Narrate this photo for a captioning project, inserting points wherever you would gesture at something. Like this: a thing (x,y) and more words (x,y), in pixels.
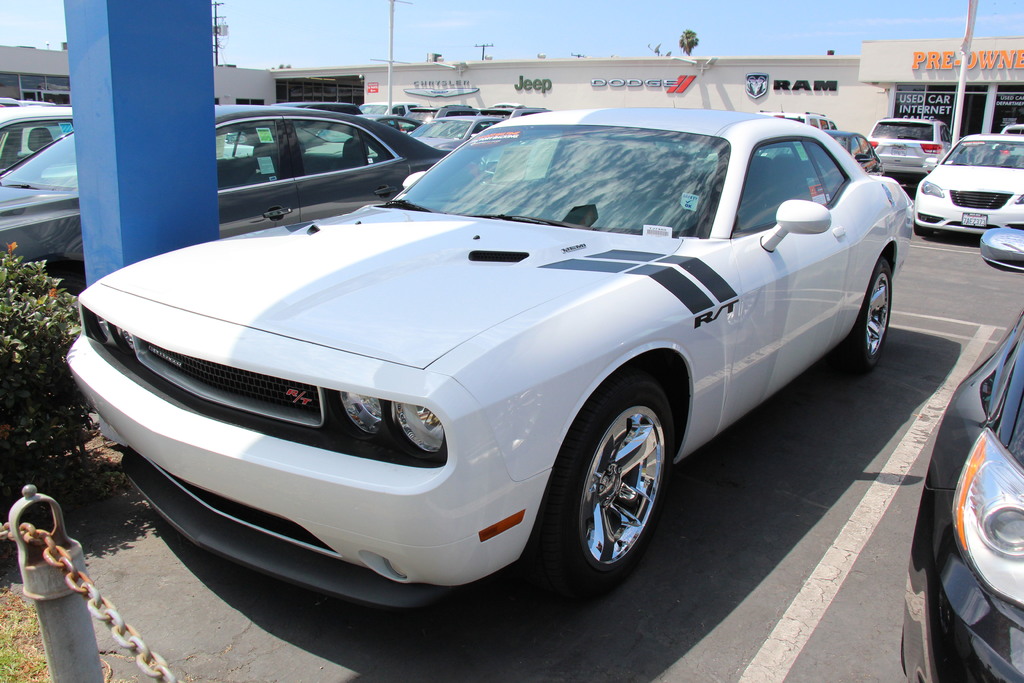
In the picture I can see some cars (511,295) which are parked on road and in the background of the picture (569,90) there is a building (540,85) and top of the picture (546,22) there is clear sky (534,47).
